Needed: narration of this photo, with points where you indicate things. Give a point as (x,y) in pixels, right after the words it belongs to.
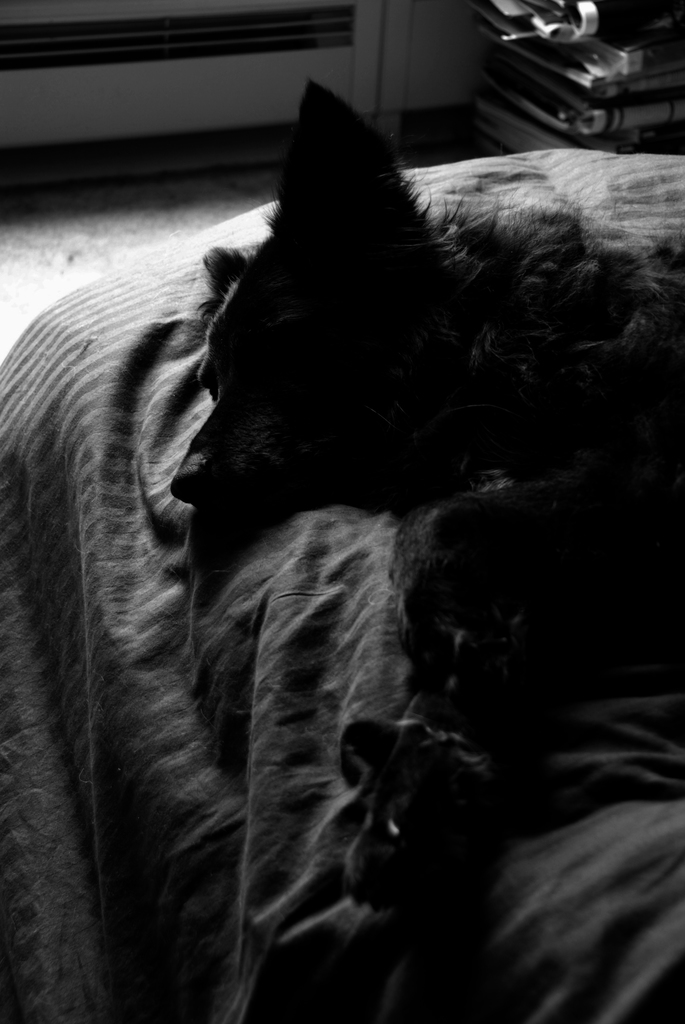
In this picture there is a dog (496,458) who is lying on the bed (334,507), beside the dog (470,563) we can see the blanket (580,204). In the top right corner (525,60) we can see many books (552,101) and files (541,90) in a pile (639,42).
